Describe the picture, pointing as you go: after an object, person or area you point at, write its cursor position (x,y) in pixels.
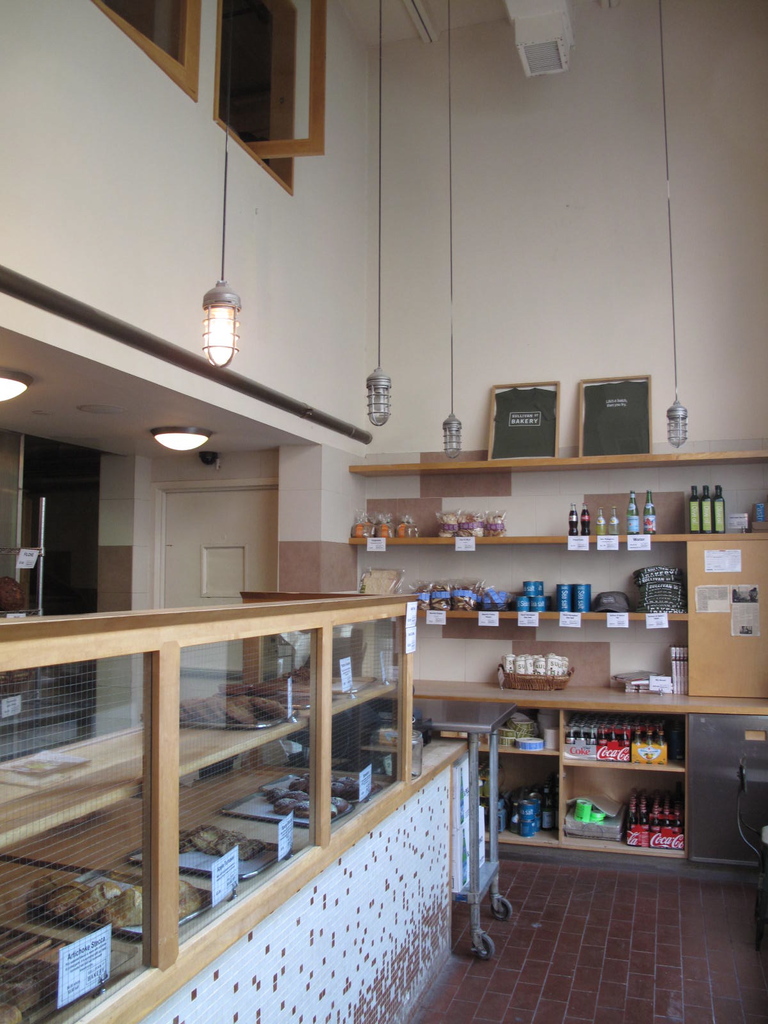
This is an inside view of a room (175,864). On the left side (206,902) there is a table (308,881) on which some food items (184,887) are placed. In the background (626,605) there is a rack (603,614) in which bottles (585,733), boxes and some other objects (676,583) are placed. In the background (232,538) there is a door (190,525) to the wall (131,517). In the middle of the image (456,432) I can see few lights (374,413) which are hanging. At the top (233,51) there are two windows (177,53) to the wall (123,159).
